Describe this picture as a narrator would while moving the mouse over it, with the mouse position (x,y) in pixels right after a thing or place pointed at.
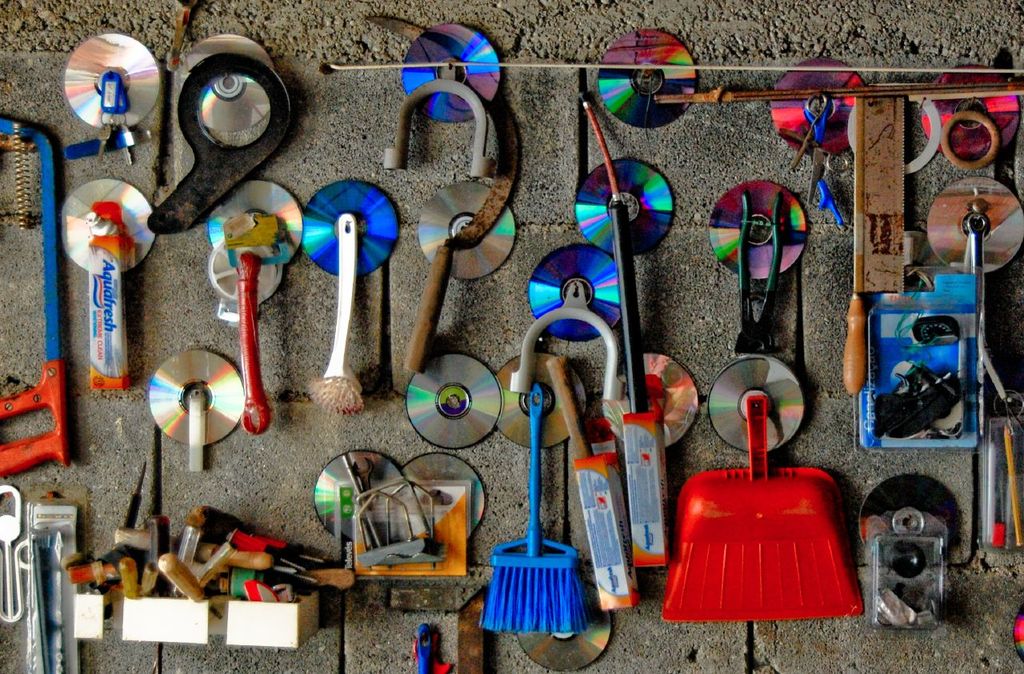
In this picture I can see CD Discs (543,372) and some other tools (418,317) attached to the wall (567,529).
